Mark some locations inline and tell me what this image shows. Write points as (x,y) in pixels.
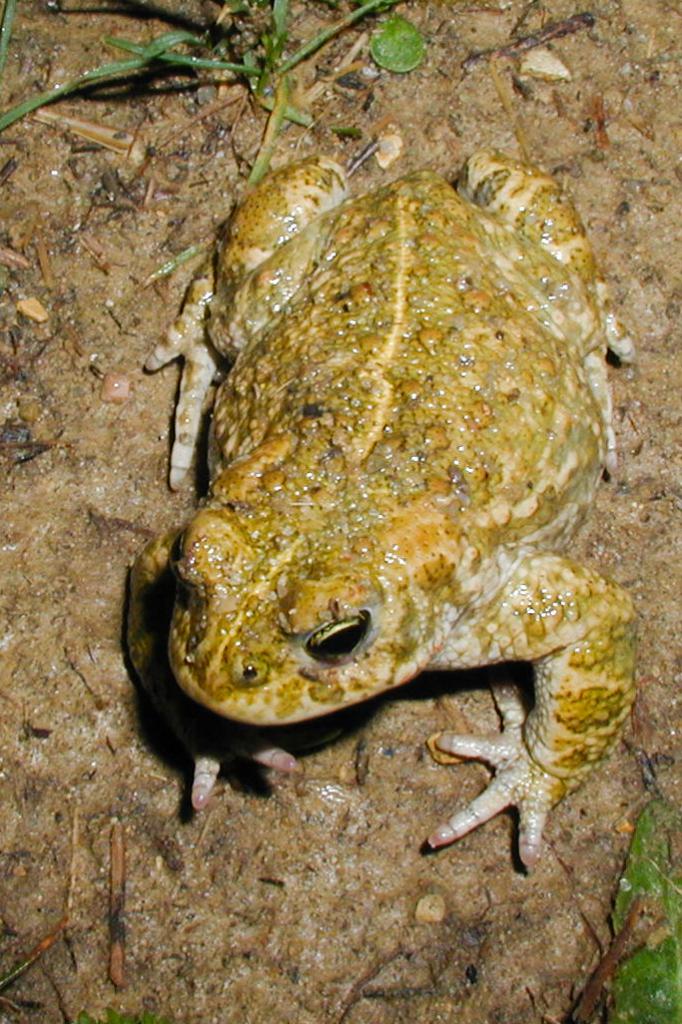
In this picture there is a frog (560,281). On the top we can see grass (185,56). On the bottom right corner (641,972) there is a leaf (668,1009).
